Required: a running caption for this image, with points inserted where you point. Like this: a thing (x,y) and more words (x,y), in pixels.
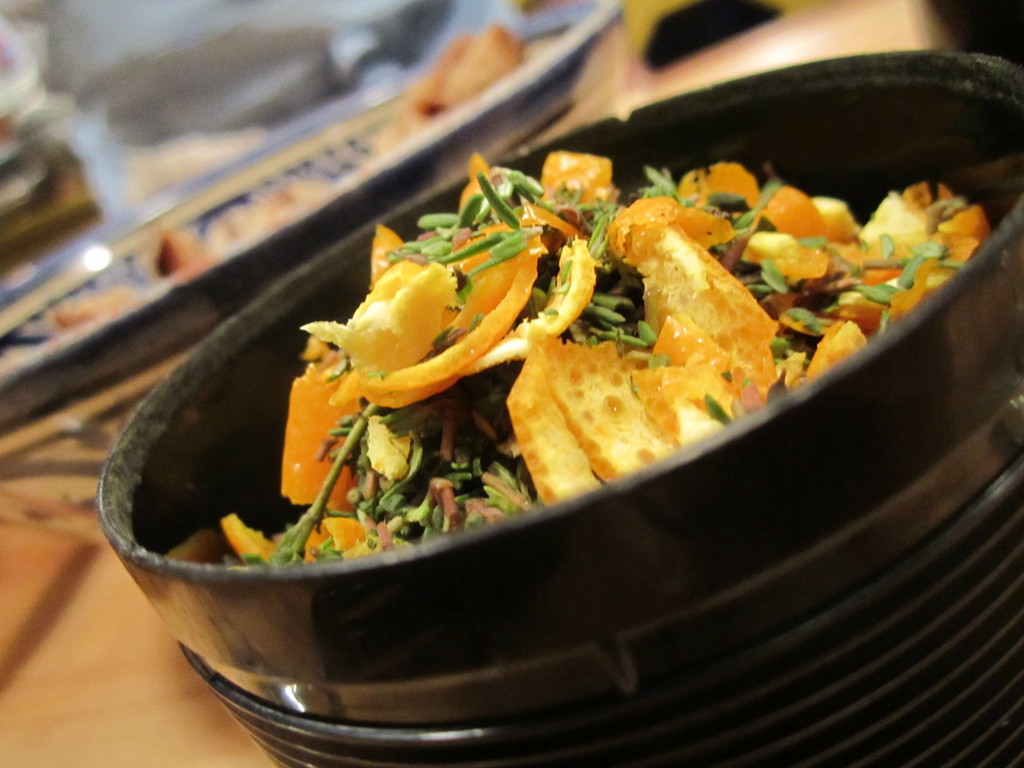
This image consists of a bowl (660,154). It is in black color. There is a plate (244,175) in the background (310,234). It consists of some eatables (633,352).
